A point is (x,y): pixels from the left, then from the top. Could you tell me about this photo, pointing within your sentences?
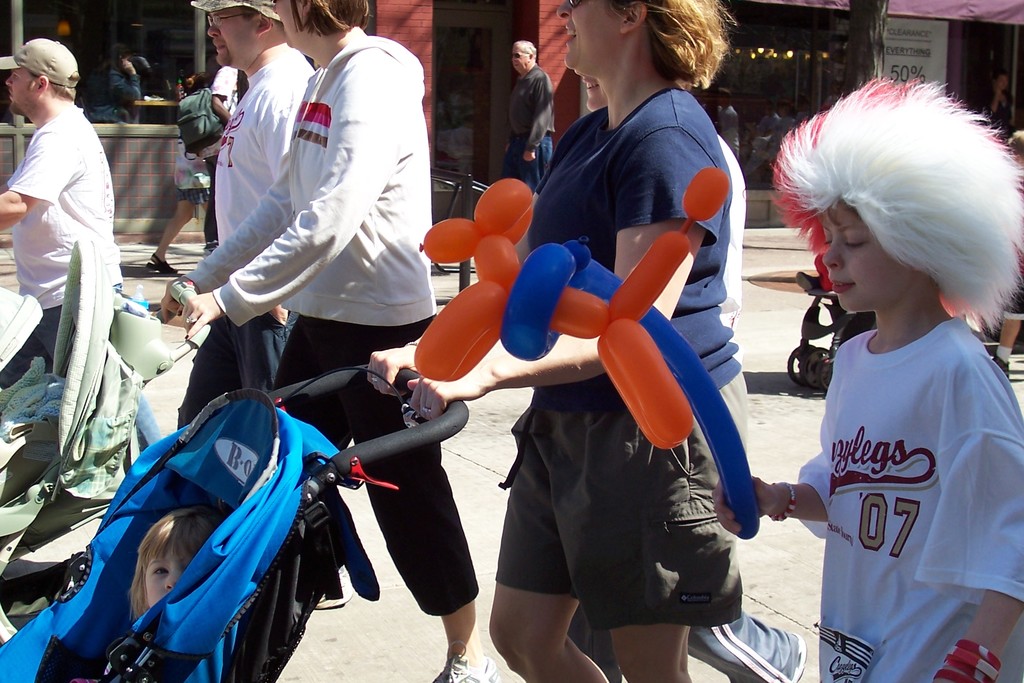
In this picture I can see there are few people (411,263) holding the trolley (343,527) and there are kids (142,570) in it. There is a person (918,414) at right (929,255), wearing a red and white headwear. In the backdrop (719,89), there are people (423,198) walking on the walkway (469,450) and there is a building (921,14), a banner (909,41) and a glass window (770,78).
